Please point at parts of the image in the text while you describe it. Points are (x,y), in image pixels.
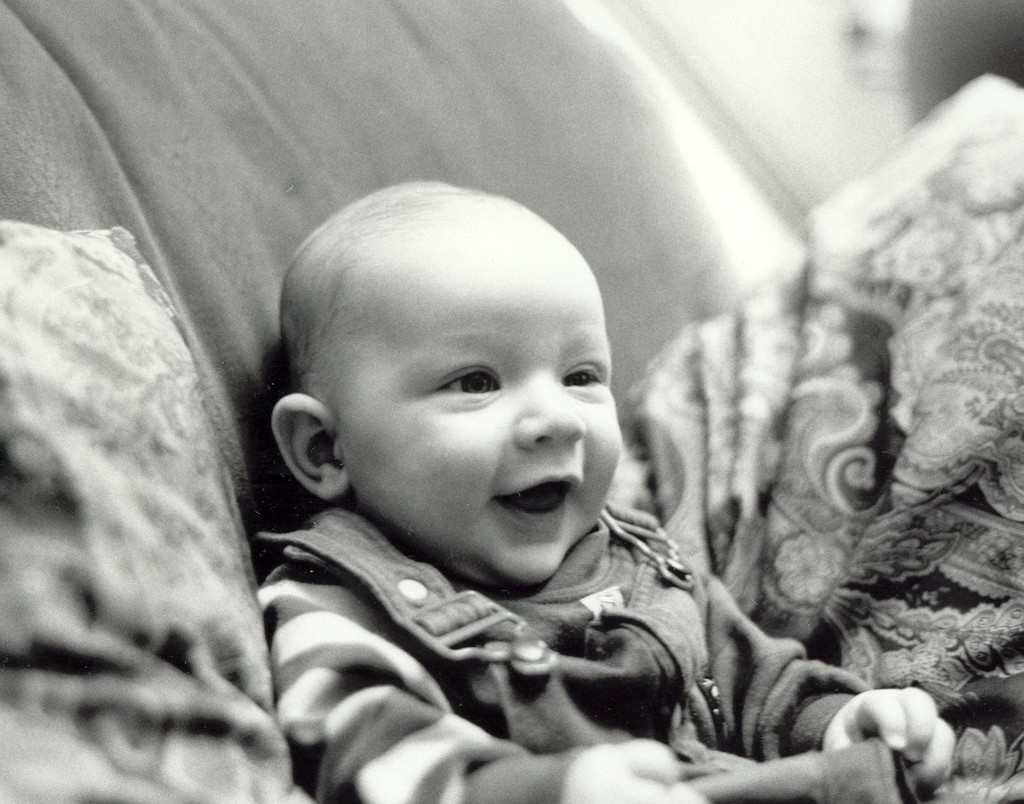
This is a black and white pic. Here we can see a kid (434,471) on a sofa (309,196) and we can also see a pillow (147,622) and bed sheet (984,348) on it. In the background (730,108) the image is blur.
